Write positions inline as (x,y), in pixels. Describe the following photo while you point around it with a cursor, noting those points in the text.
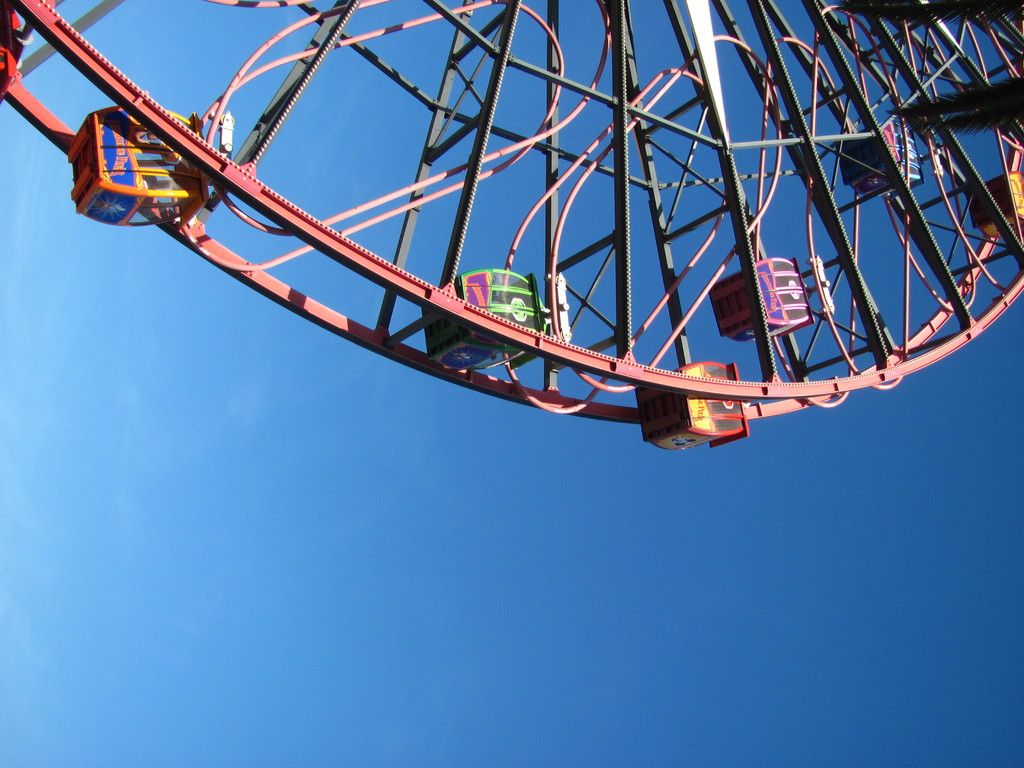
In this image I can see giant-wheel (565,219) which is in red, yellow, blue, green, purple and black color. The sky (597,457) is in blue color.
